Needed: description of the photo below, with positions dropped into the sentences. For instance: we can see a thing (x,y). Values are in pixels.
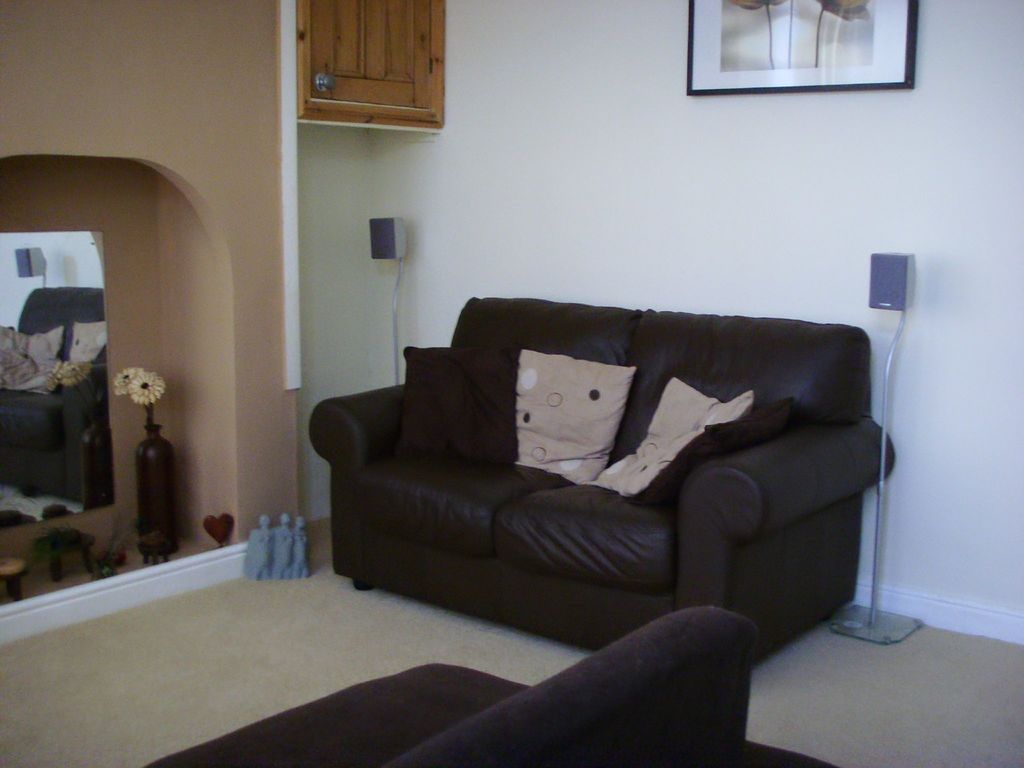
In this picture there are two couches (645,532). On this couch (710,549) There are pillows (565,422). in this background (576,197) we can see wall (709,167), frame (739,28), cupboard (346,70). We can see glass (56,456). We can see flower vase (159,426) with flower (136,391). This is floor (190,674).
